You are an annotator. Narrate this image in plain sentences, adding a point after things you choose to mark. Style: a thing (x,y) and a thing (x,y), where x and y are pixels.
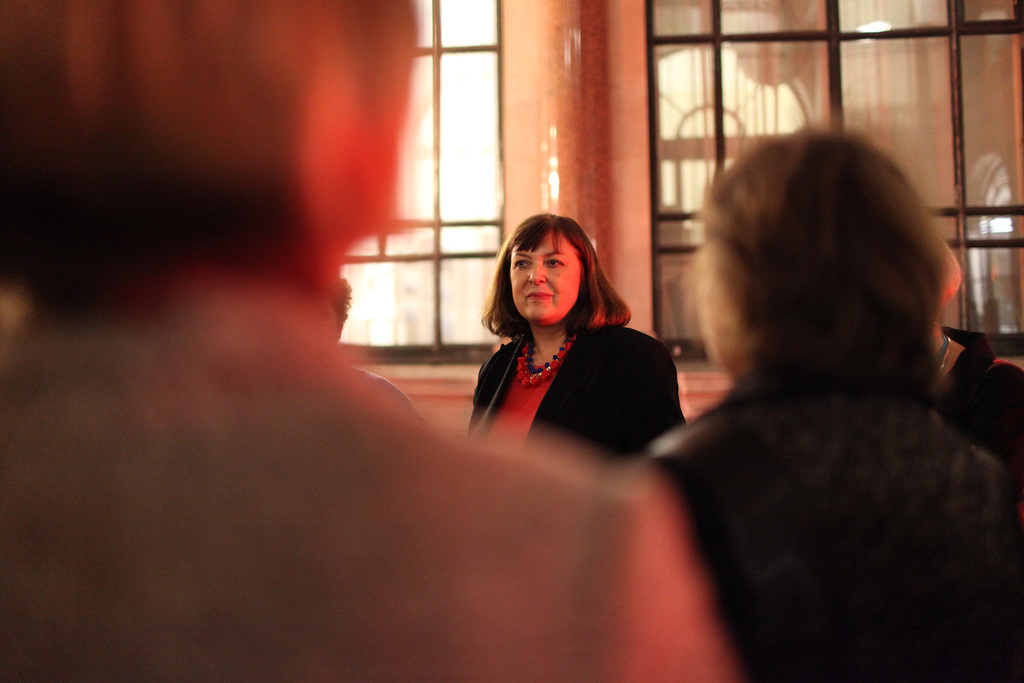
In this picture, I can see four people (777,293) standing behind the people (810,166). I can see glass windows (455,19) and the woman (597,374) who is wearing black jacket (604,373).
